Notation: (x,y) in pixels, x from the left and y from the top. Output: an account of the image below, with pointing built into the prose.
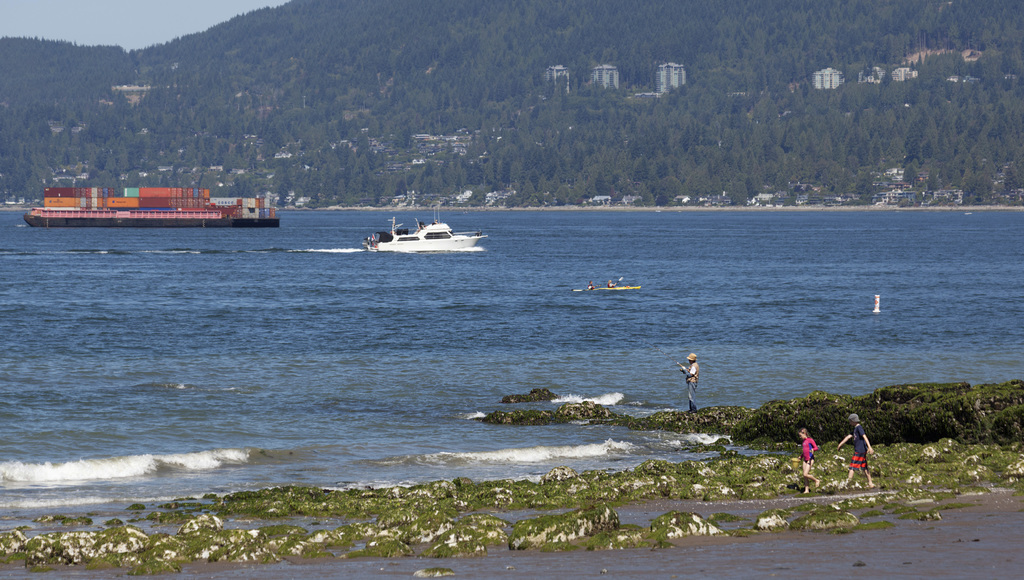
In this image I can see few boats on the water (647,302) and I can also see few containers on the boat (51,225). In front I can see three persons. In the background (679,170) I can see few trees (665,170) in green color, buildings (903,188) and the sky (103,15) is in white color.
